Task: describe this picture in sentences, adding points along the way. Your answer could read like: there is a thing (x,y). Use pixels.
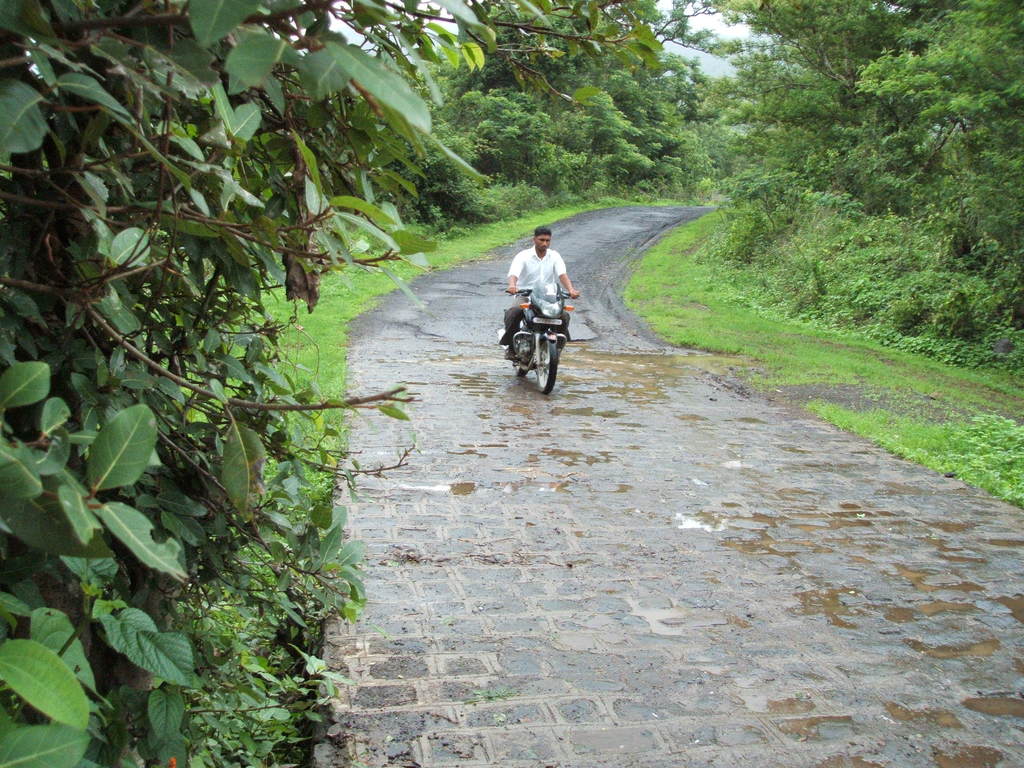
In the center of the image (536,272) we can see a man (549,267) riding on the bike (534,348). In the background (695,32) there are trees (716,107) and sky (703,17). At the bottom (487,621) there is a road (564,536).
